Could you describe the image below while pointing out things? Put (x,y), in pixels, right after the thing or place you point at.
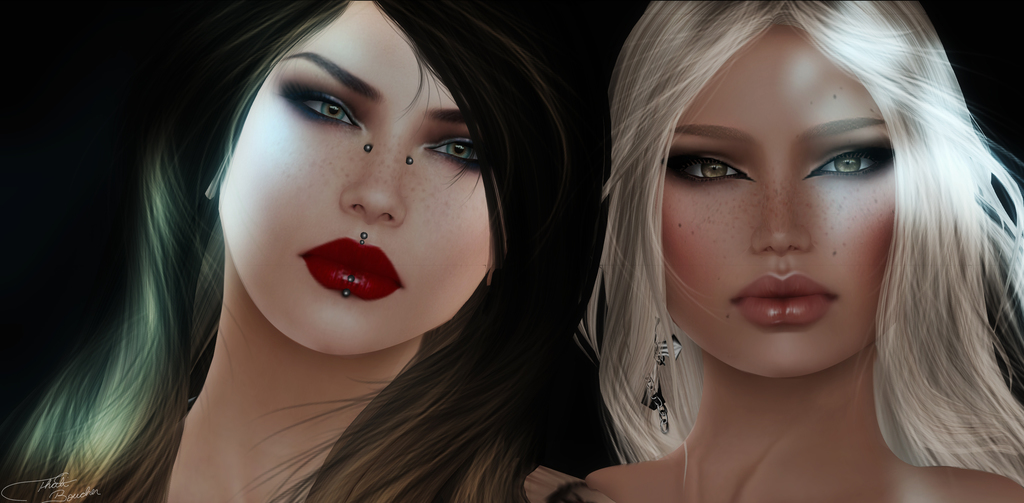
In this picture there are two cartoon characters (472,118) in the center of the image (549,273).
